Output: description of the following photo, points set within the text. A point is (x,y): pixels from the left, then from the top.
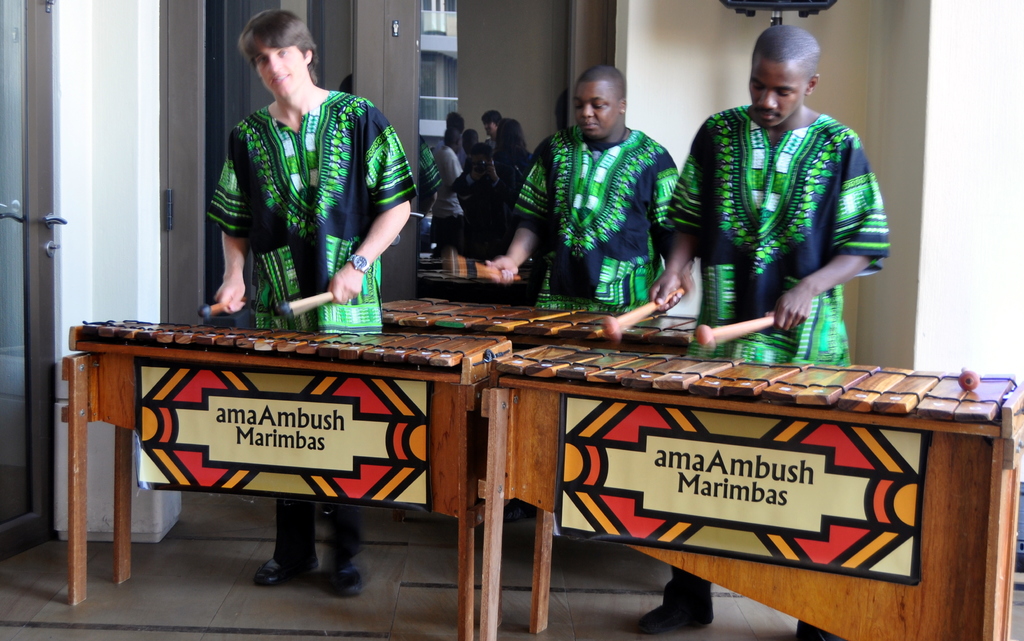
In this image i can see there are three men (339,303) in front of a table (481,389) who are playing musical instruments (474,362).
